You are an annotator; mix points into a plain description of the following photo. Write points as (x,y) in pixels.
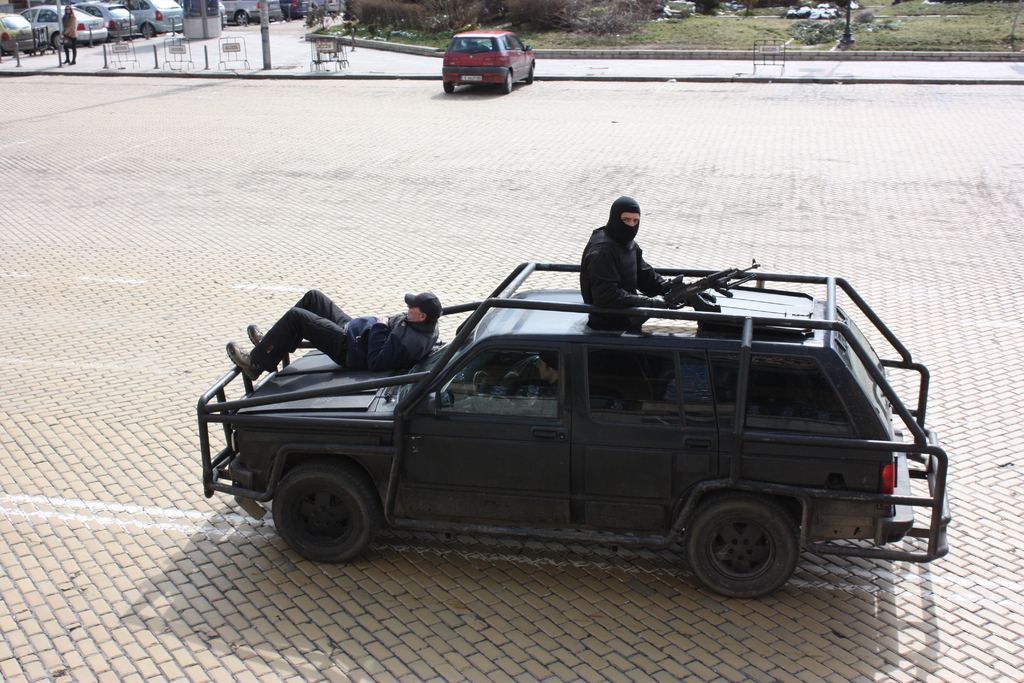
In this image there is one vehicle (501,466) in the bottom of this image (461,480) and there are two persons (604,273) are on this vehicle (500,294) as we can see in middle of this image (417,351). There are some cars (151,32) on the top of this image (140,25). There is a floor ground (248,191) in the middle of this image (372,231). There is one person (69,46) standing on the top left corner of this image (70,44).
